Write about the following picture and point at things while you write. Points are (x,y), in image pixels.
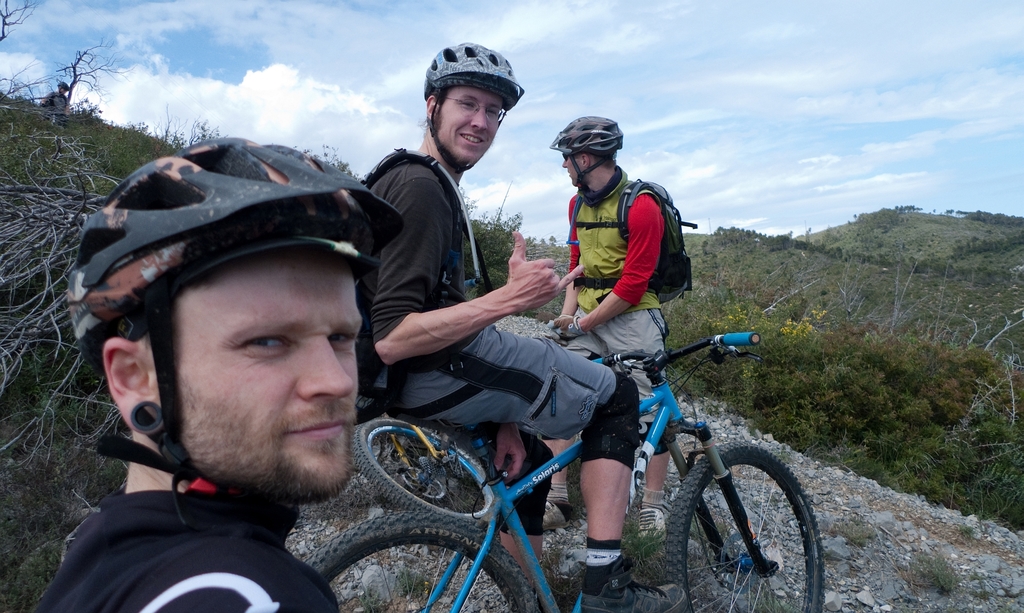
In this image we can see there are persons (455,386) and one is sitting on the bicycle (670,392). And there are mountains (790,280), trees (80,129), flowers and the sky (311,68).
